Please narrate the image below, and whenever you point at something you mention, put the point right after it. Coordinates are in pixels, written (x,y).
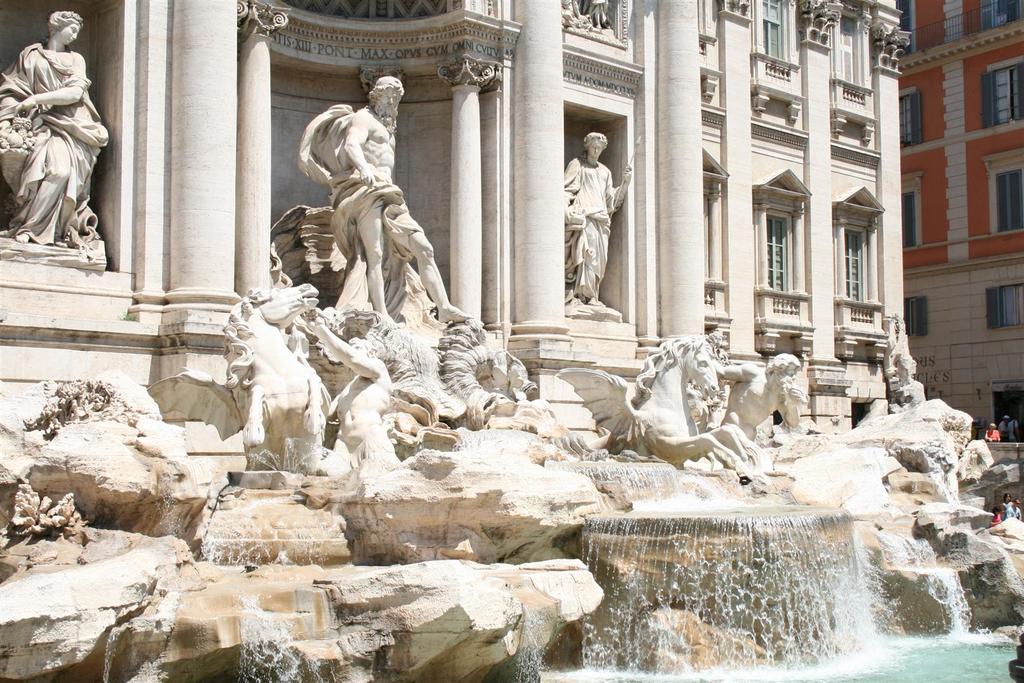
In this image we can see statues (361,173), water fountain (868,436), buildings (795,199) and persons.
